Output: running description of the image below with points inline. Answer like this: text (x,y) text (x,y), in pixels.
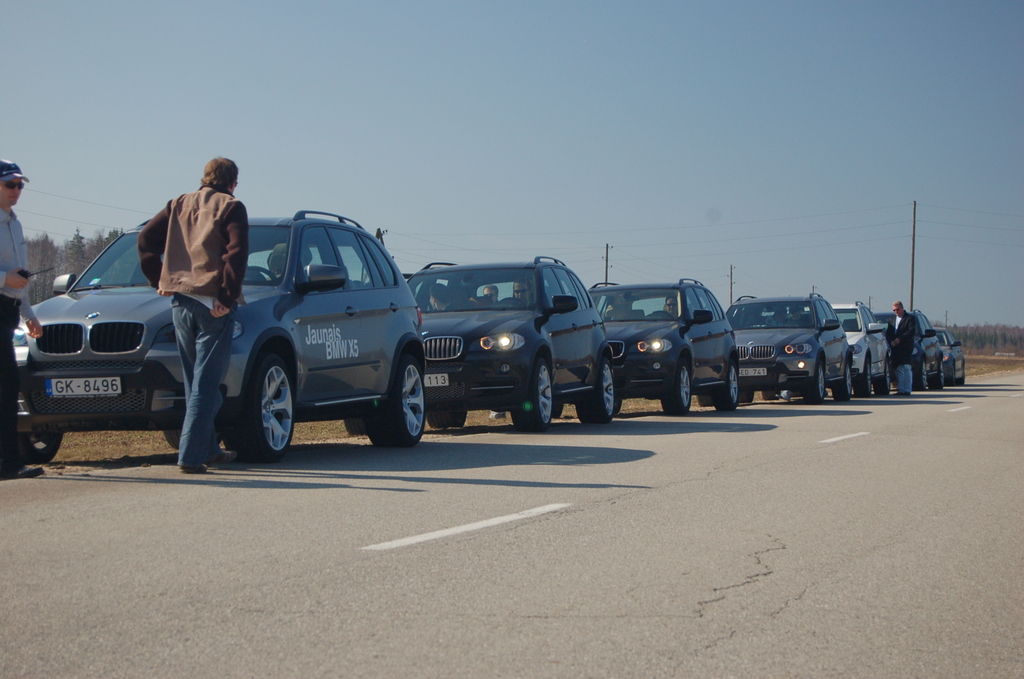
This image is clicked outside. There are cars (601,381) in the middle (427,342). There are two persons (3,255) on the left side (183,280), and one person (901,393) on the right side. There is sky (391,156) at the top (575,151). There are trees (987,336) on the left side (57,258) and right side (975,346).
